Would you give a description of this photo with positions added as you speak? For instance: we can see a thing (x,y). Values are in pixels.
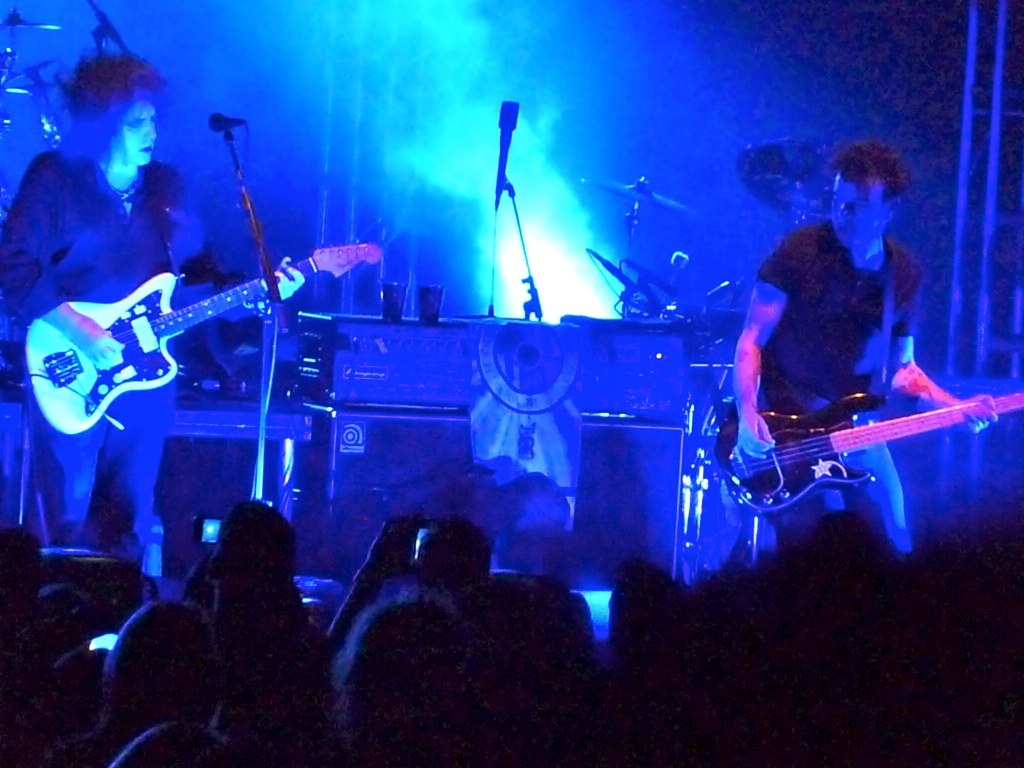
The picture is taken on the stage (255,495) where people (134,456) are performing, on the left corner of the picture (128,382) one person (68,243) is playing a guitar (127,326) in front of the microphone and at the right corner of the picture (791,386) another person (856,368) is playing a guitar (854,395), behind them there are speakers (632,352) and microphones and lighting (554,242), drums (669,274) and in front of them there is crowd (493,668) using mobile phones (212,541).
